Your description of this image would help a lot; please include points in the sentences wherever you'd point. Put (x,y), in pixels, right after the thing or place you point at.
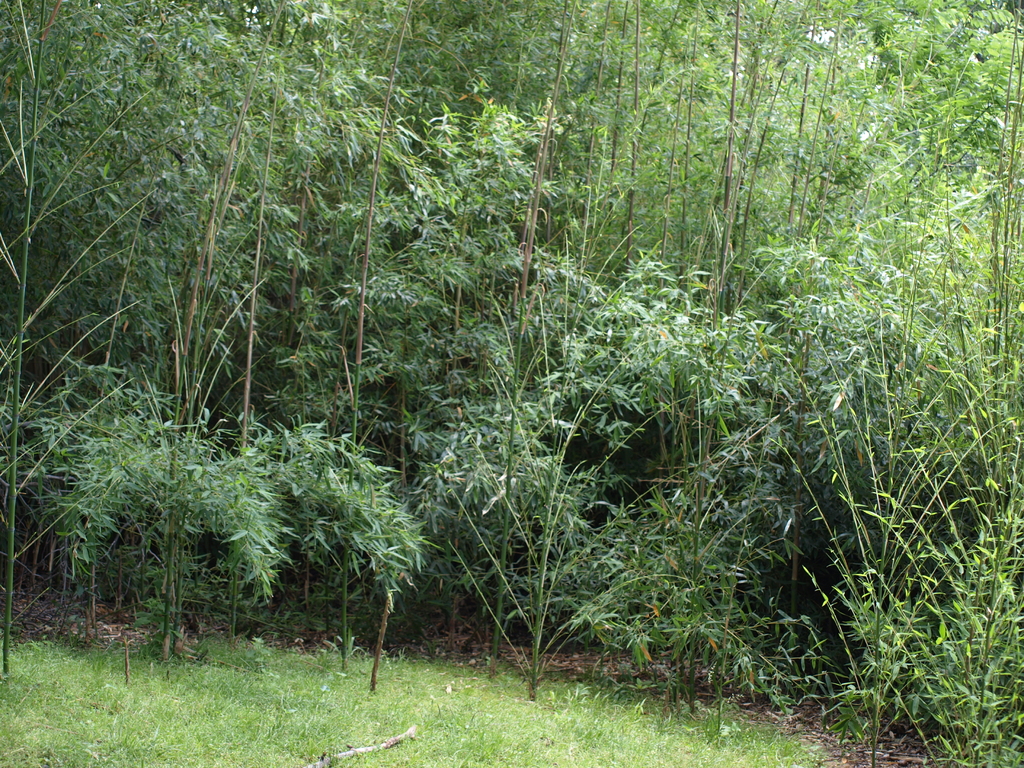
At the bottom of the image (203,684) there is grass (269,710) on the ground (372,706). Also there are many trees (569,233).
